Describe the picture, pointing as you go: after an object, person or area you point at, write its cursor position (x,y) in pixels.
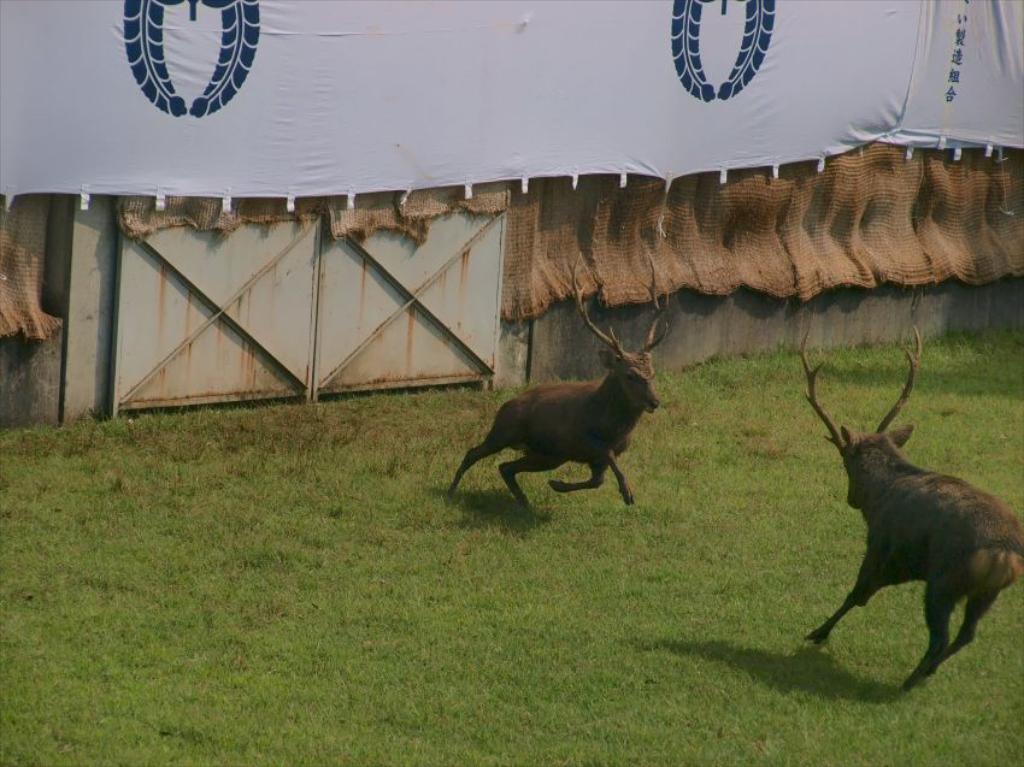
In this image, we can see animals (507,427) on the ground (431,501) and in the background (120,112), there is a banner (343,75) and we can see jute clothes (612,231) and some boards (193,287) are on the wall (32,375).
